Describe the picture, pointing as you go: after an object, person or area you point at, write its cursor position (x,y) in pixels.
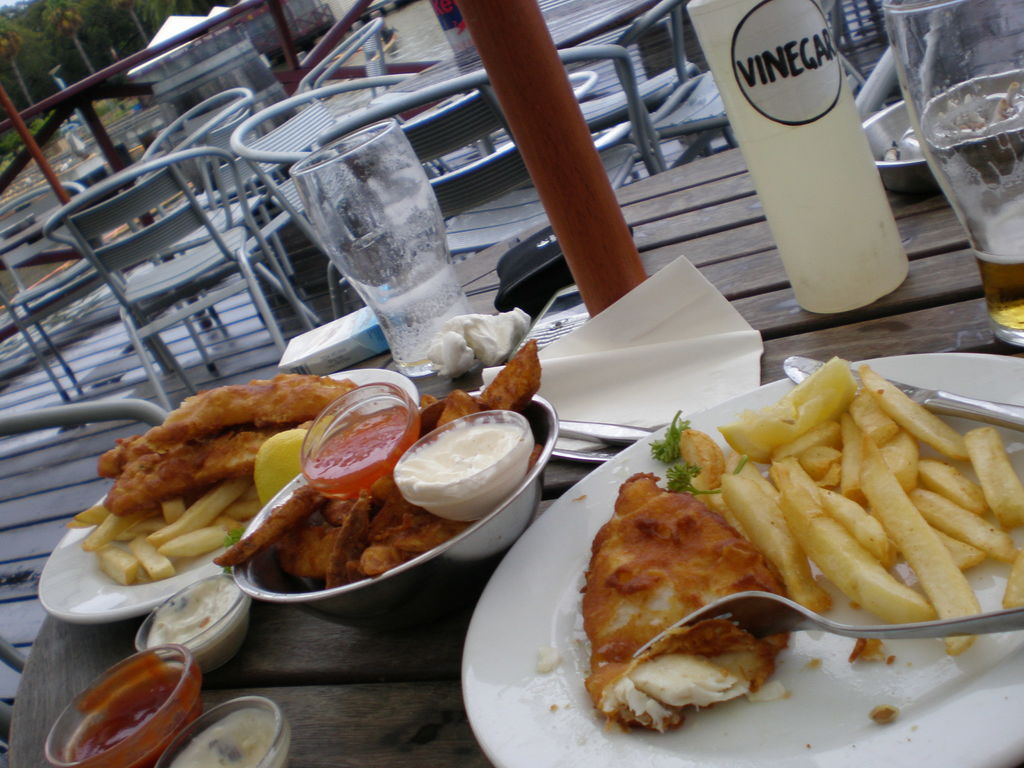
In this image there are tables (568,35) and chairs (172,225). In the foreground (376,669) there is a wooden table (689,231). On the table (650,251) there are plates (126,589), bowls (204,633), glasses (436,241), tissues (668,296), cutlery (753,624), a box (358,333) and a mobile phone (563,321). There is food (239,433) on the plates (208,440) and in the bowls (275,596). There are french fries (214,511), meat (212,465) and sauces (157,734) in the food (347,460). In the background (182,60) there are houses (184,66) and trees (67,42).
